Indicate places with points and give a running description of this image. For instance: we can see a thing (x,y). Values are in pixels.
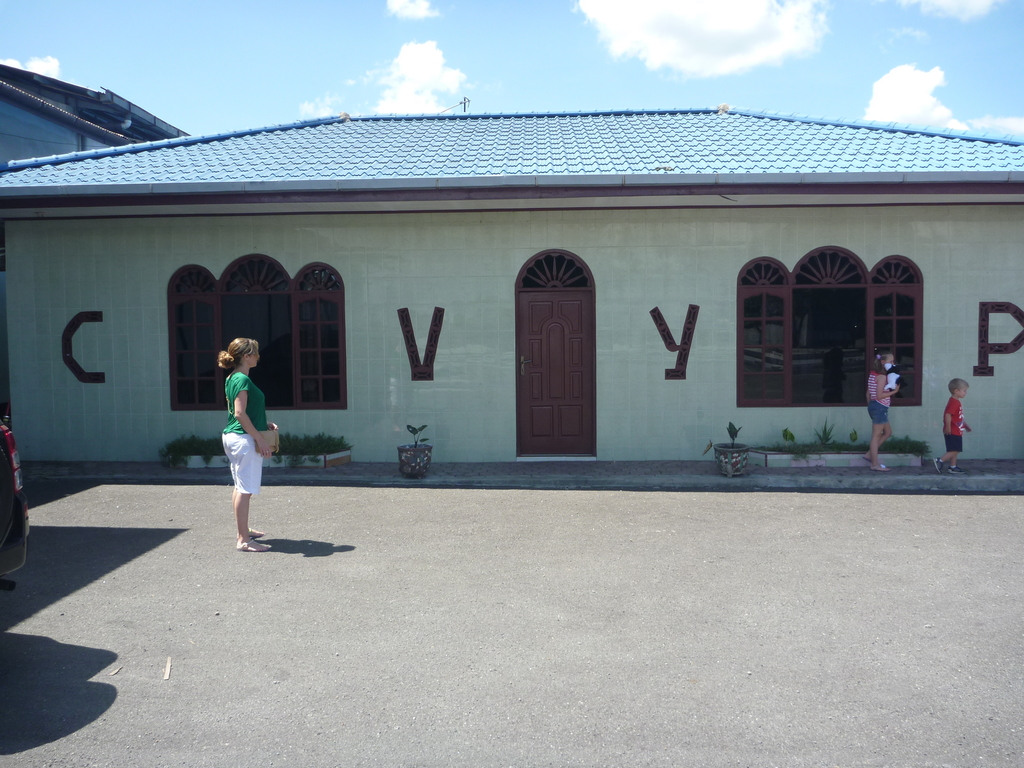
In this image on the left side (252,433) we can see a woman (238,432) is standing by holding an object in her hands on the road (185,582) and there is a vehicle (16,456). On the right side (938,467) there are two kids (958,434) walking at the house (382,431) and we can see windows (876,342), doors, house plants (306,452), roof (711,171) and in the background (348,96) there are buildings (69,101), pole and clouds (404,46) in the sky (542,75).
